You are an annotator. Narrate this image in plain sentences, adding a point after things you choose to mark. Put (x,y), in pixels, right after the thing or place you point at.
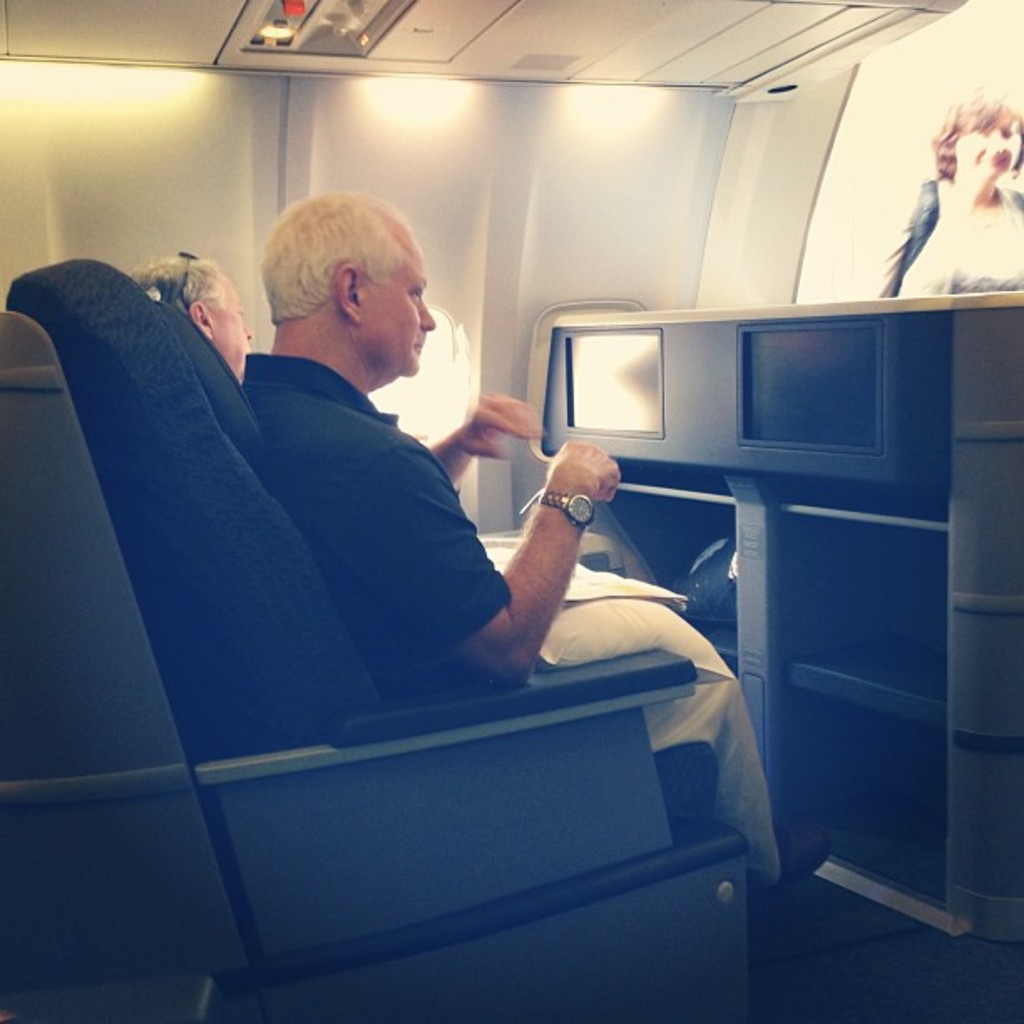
In this image we can see two persons (225,291). One person (397,480) is wearing a watch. They are sitting. In front of them there is a cupboard (844,525) with racks (784,586). Near to the cupboard (717,330) there is a screen (929,181). In the back (287,79) there is a wall (398,122). Also there are lights (27,70).
